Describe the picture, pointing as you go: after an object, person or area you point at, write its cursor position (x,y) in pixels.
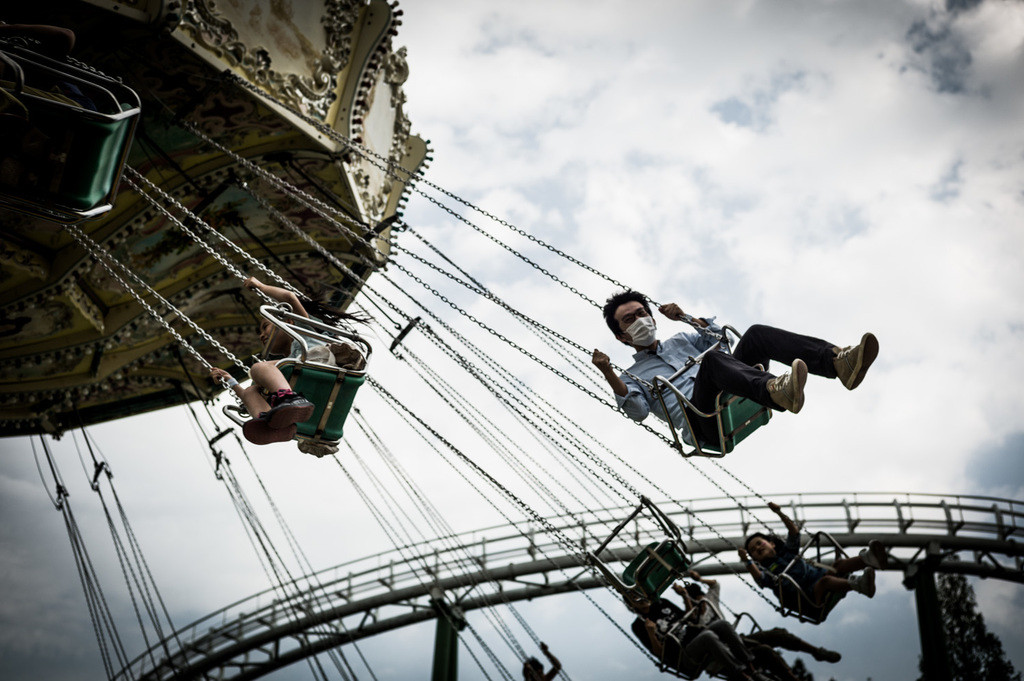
In this picture I can observe some people (677,405) sitting in the swings (243,410). In the background (637,425) I can observe clouds (710,176) in the sky (685,175).
